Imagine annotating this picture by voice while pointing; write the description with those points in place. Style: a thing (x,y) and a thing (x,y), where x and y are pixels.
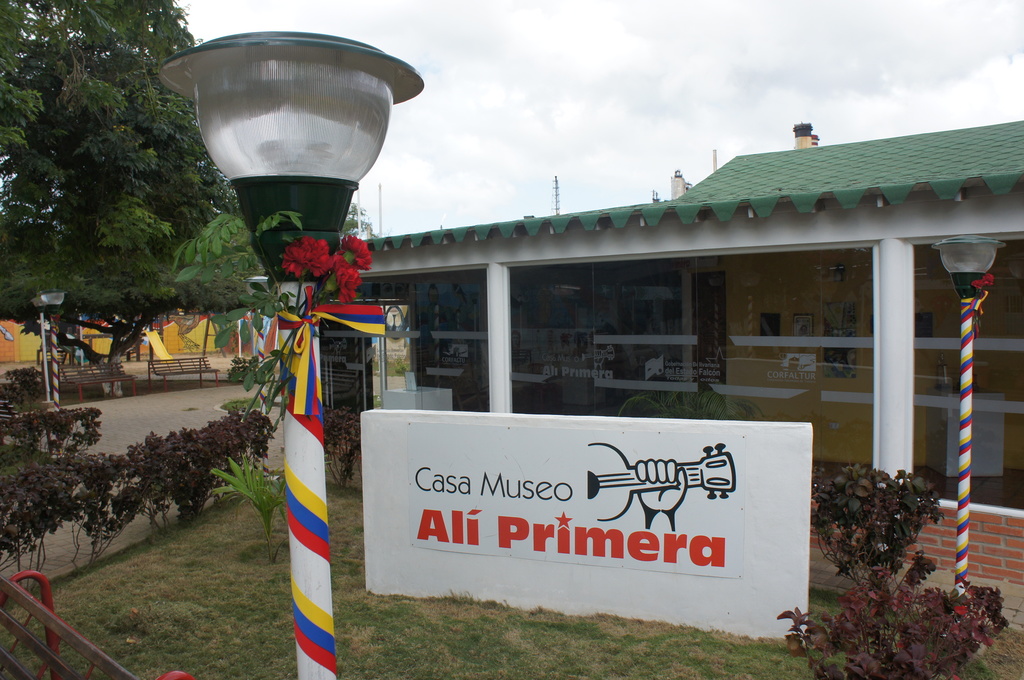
In this image we can see a light pole (288,512) with flowers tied with ribbon (305,347) on that. On the ground (359,575) there is grass (469,625). Also there are plants (193,438) and there is a board (492,473) with text (716,548). And we can see a building (603,312) with pillars (893,339). In the back (50,228) there is a tree (77,230). Also we can see benches (113,364). In the background (585,109) there is sky (790,94) with clouds (884,93). Also there is a fencing (57,659) at the bottom (47,650).
